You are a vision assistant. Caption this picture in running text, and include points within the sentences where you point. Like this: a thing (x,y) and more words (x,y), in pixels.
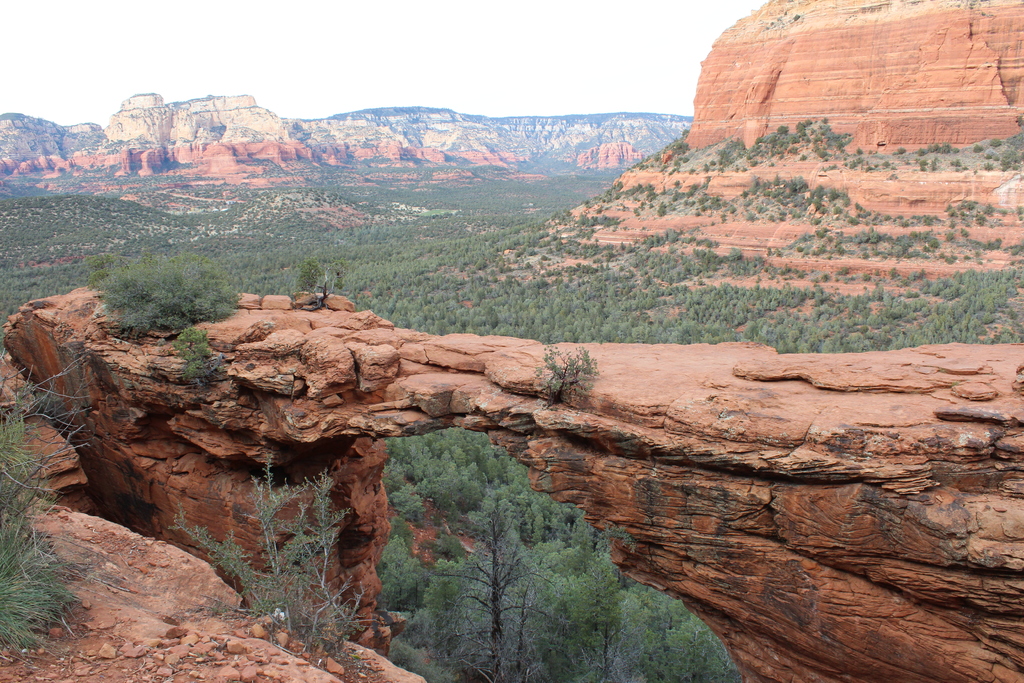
In the picture I can see rock hills (934,491), trees (476,570) and the sky (425,60) in the background (308,97).
